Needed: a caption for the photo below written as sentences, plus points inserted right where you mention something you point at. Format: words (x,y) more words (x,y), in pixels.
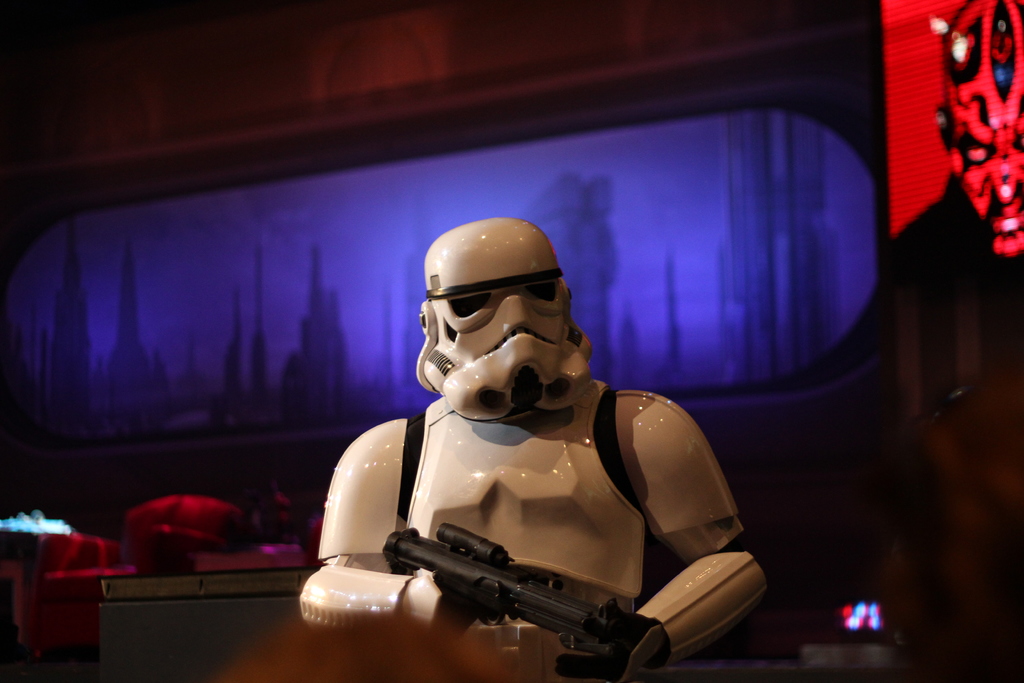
In this image there is a robot (542,425) holding a gun (496,565), there is a screen (681,191) behind the robot (519,236).
